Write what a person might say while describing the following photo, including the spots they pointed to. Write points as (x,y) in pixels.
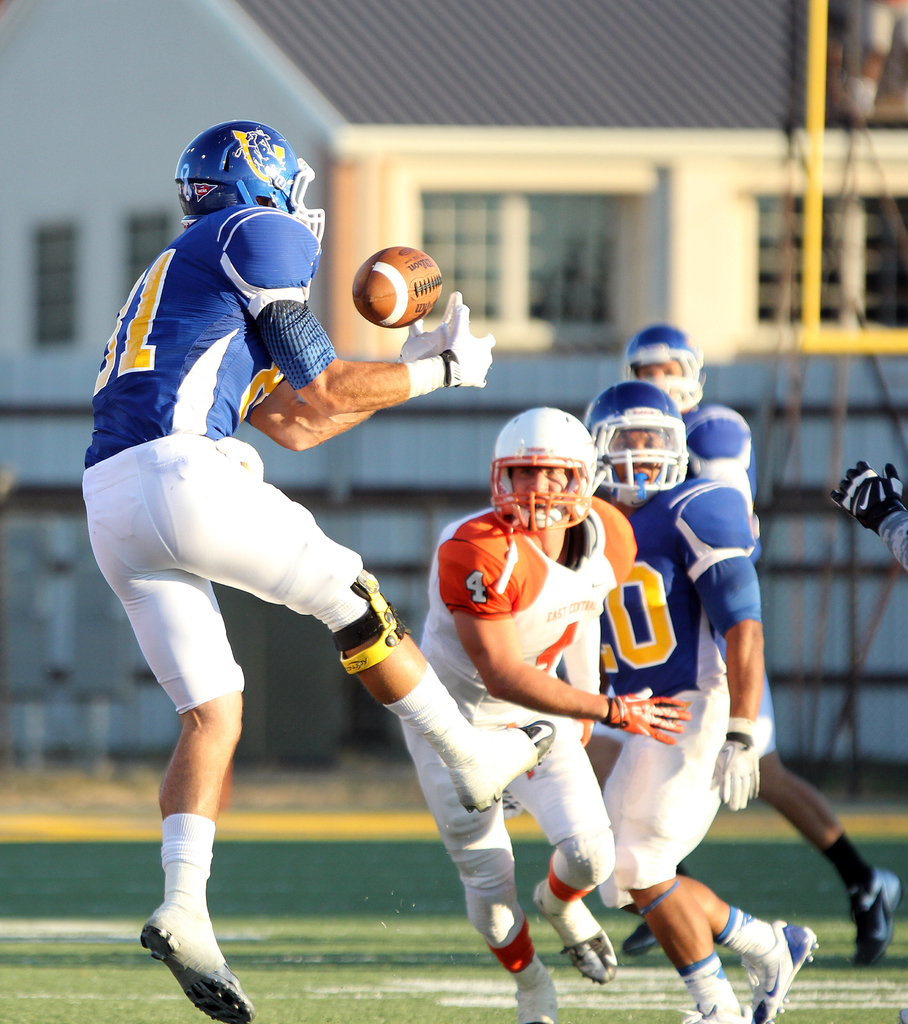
In this image I can see the group of people (444,761) with white, orange and blue color dresses (436,610) and also helmets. I can see the ball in the air (371,354). In the background (389,343) I can see the building (360,348) with windows (59,265).
